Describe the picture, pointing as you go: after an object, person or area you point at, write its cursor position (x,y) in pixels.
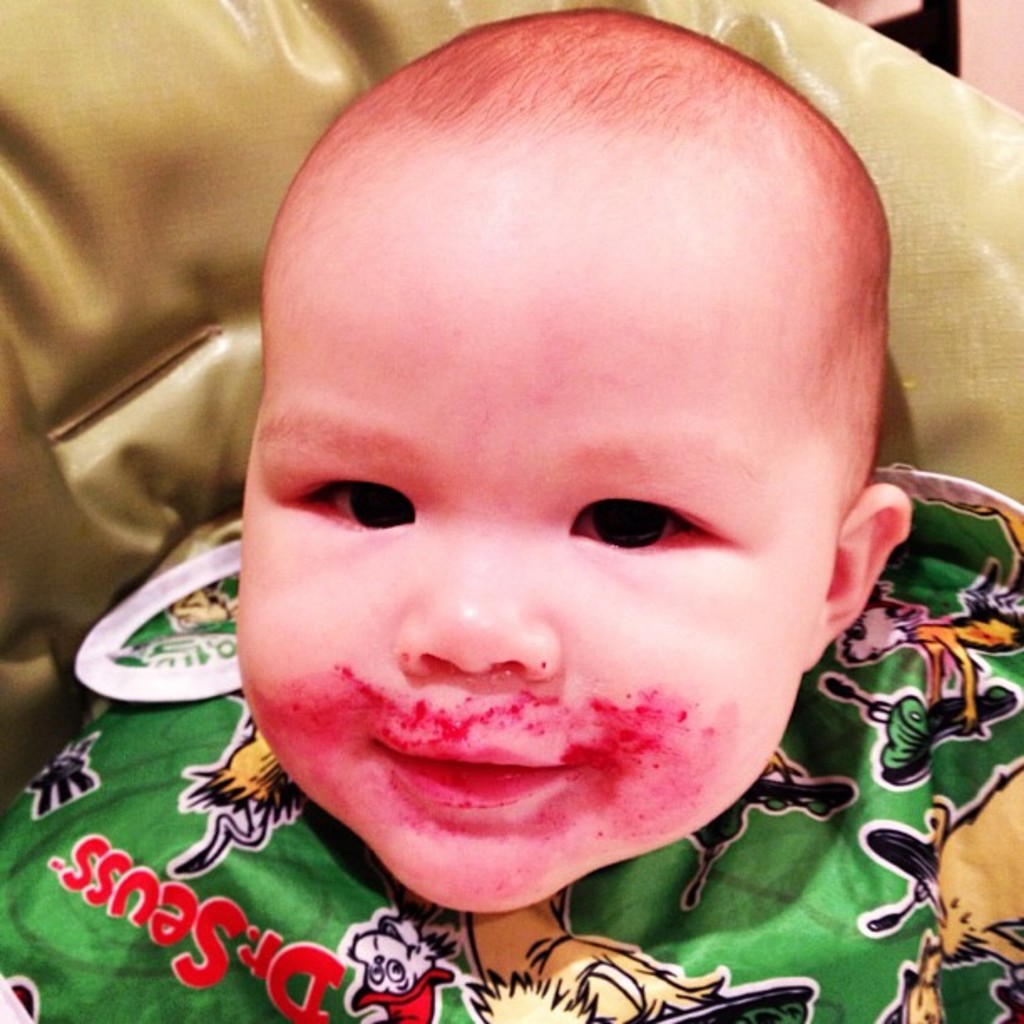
In this image in the foreground (447,742) there is one baby (816,530), and in the background (192,216) there is a couch (938,273).
